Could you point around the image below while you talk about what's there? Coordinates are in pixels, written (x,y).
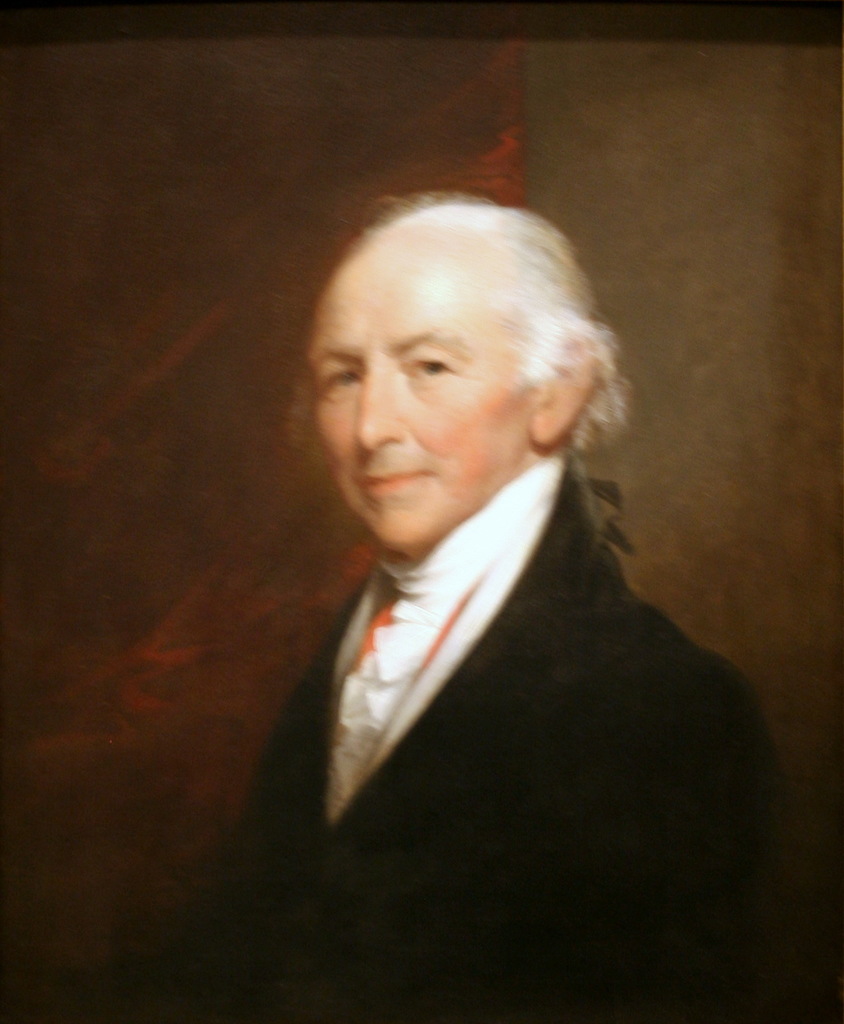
In the image we can see there is a portrait (600,705) and there is a man (581,698). He is wearing formal suit (432,790).
